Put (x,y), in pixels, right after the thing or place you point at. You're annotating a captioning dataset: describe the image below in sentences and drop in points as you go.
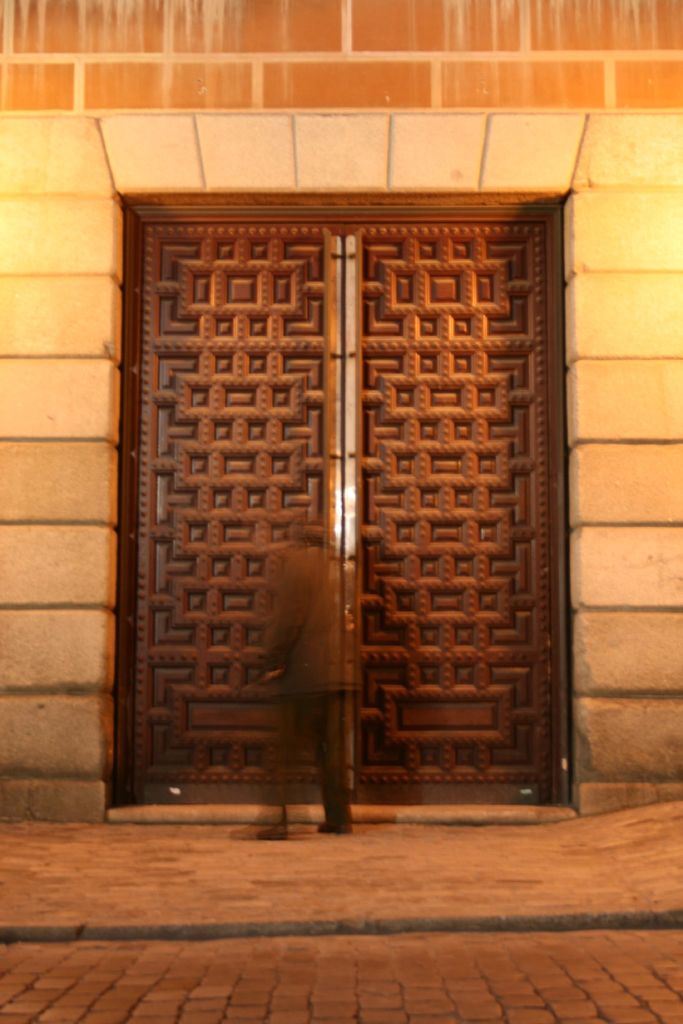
In this image there is a person (289,681) standing in front of a building (54,208) with the closed wooden door (266,539), below the person (314,548) there is pavement (346,885).
